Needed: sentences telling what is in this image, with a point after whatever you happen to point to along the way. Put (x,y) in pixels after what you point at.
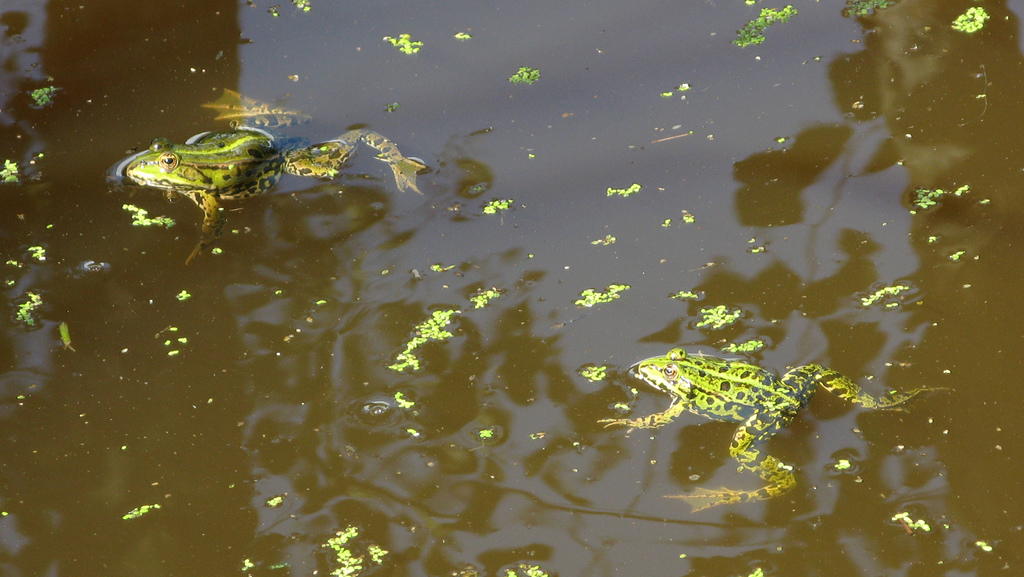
In this image there is water (489,223) truncated, there is green algae (427,337) in the water (622,322), there are two frogs (202,155) in the water (78,97).
